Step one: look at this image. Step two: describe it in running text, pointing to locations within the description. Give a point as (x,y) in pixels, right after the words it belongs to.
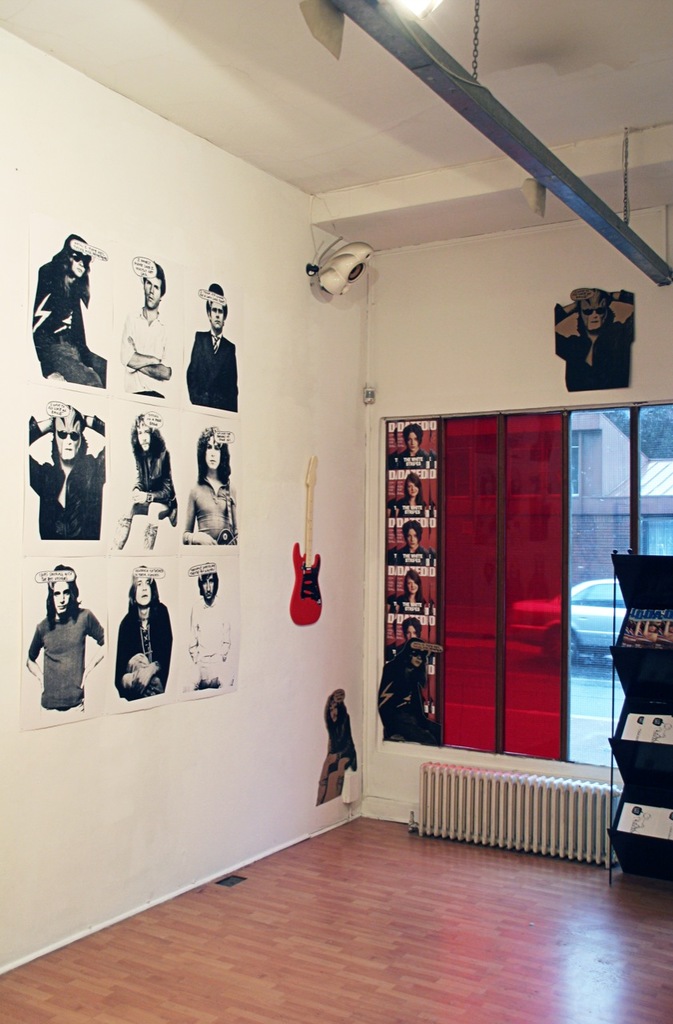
This is a picture of a room (197,423), we can see some posters (197,455) on the wall (274,314), on the top of the roof (227,41), we can see a light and a pole (421,68), there is a glass window (484,447), through the glass window (478,455) we can see a vehicle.
